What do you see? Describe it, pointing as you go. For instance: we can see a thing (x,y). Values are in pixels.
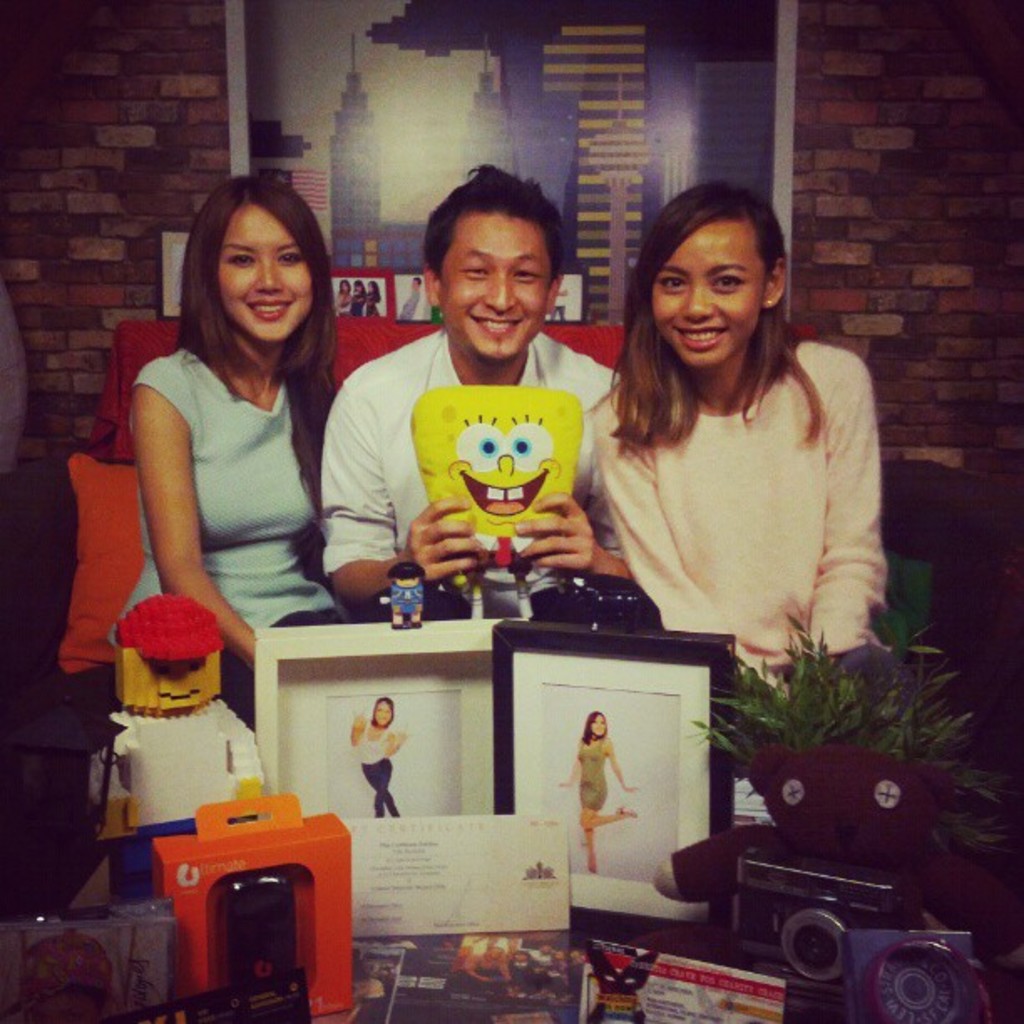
In this image there is a man (412,391) and two women (208,363) sitting on a couch (110,433). They are smiling. The man (496,385) is holding an object (457,455) in his hand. Behind him there is a picture frame (439,84) on the wall (204,101). In the front of them there are toys (176,773), picture frames (486,766), books (564,958), a camera (766,894) and a houseplant (830,710).
